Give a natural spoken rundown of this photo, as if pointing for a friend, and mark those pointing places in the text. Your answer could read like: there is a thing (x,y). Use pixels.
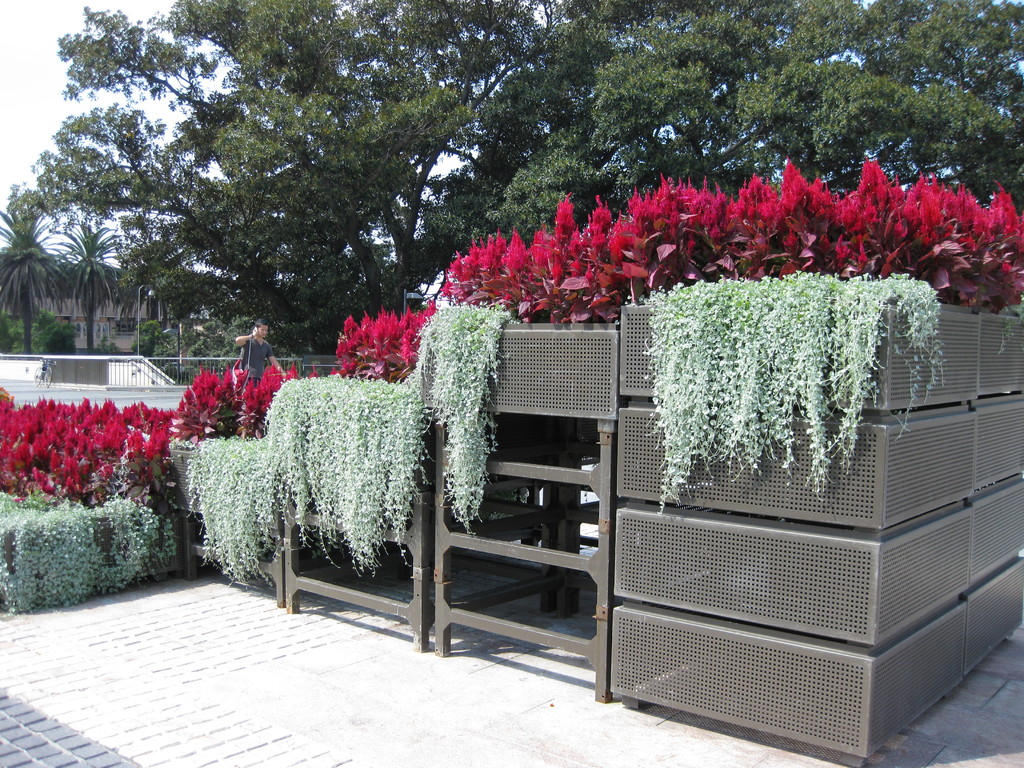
In this image we can see plants (414,394) on the metal thing (738,517). Behind the plant (492,276) one man (254,348), fencing (124,371) and trees (670,88) are there.
